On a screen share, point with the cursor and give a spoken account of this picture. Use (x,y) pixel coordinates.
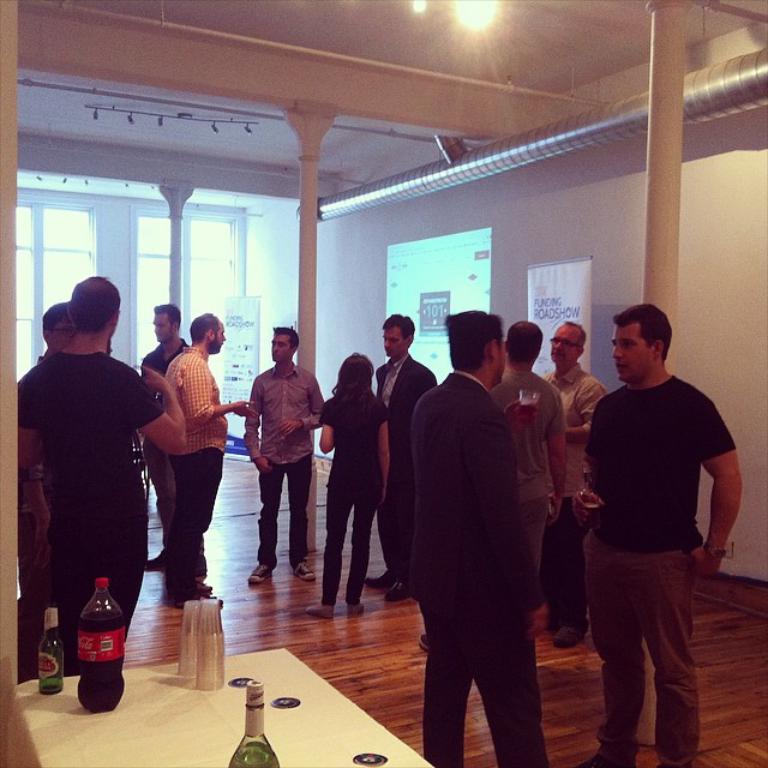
In the image there are group of people (432,465) were talking with each other. Back of them there is a pillar (306,316), and the wall (529,229) on the wall (503,271) there was a screen (423,287). In front of them there is a table (142,742), on the table (131,735) one coca cola bottle (105,682) and wine bottle (58,663) with few glasses (210,664).
